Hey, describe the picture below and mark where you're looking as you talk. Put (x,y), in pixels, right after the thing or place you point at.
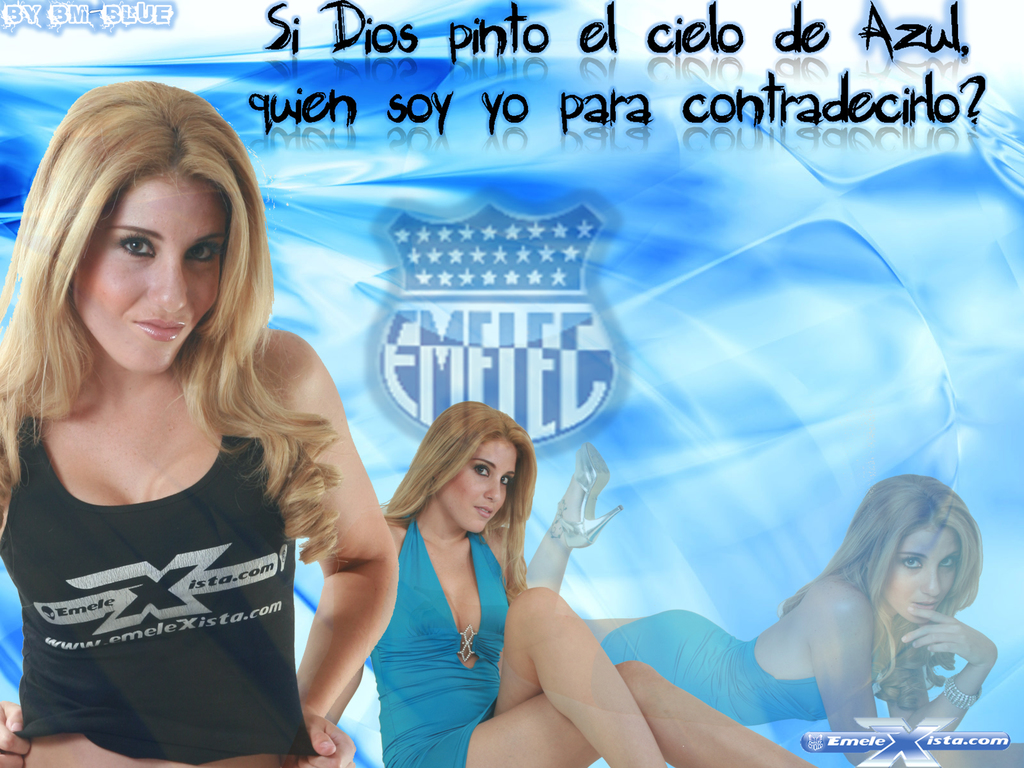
This is an advertisement and here we can see logos (505,317) and some text (744,107).
